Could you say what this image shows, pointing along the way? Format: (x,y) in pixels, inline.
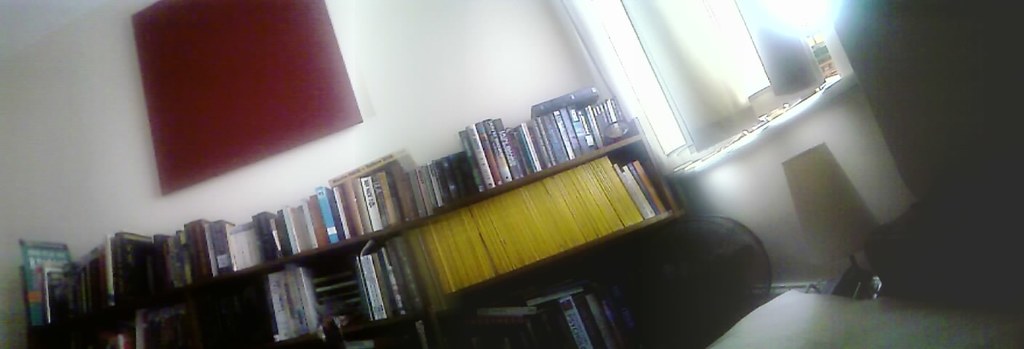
This is an inside view. Here I can see a rack (193,326) which is filled with the books (187,235). At the top (185,76) there is a board (241,50) is attached to the wall (449,44). On the right side (783,96) there is a window (703,55), at the bottom (851,265) a lamp (844,238), chair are placed on the floor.
